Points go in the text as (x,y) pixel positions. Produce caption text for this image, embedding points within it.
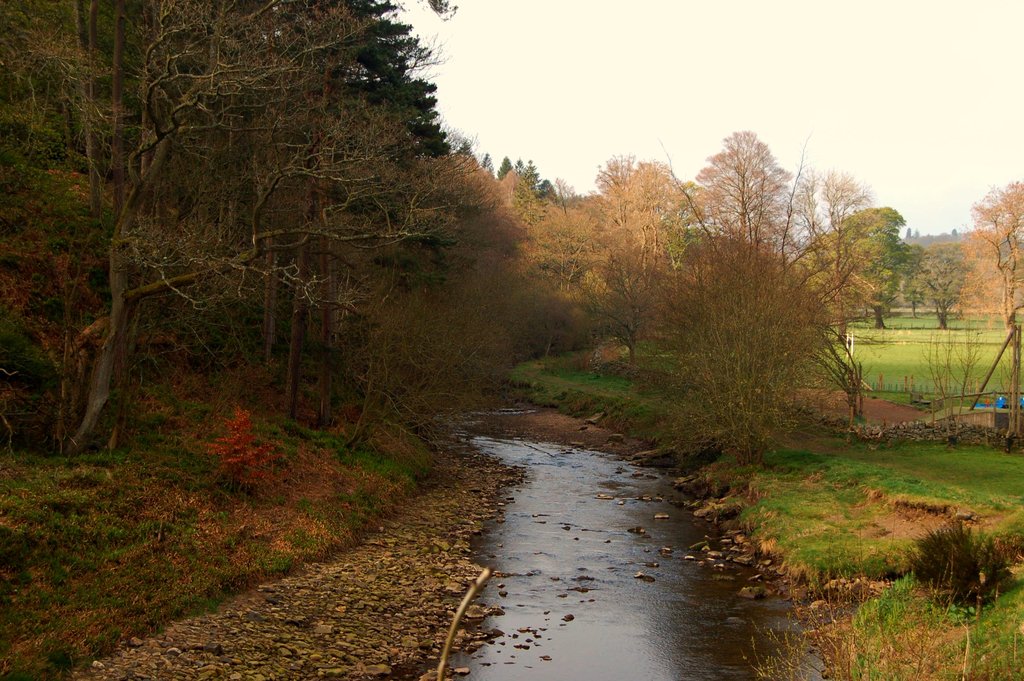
We can see water (618,518), grass (948,470), trees (226,33) and sky (917,125).
